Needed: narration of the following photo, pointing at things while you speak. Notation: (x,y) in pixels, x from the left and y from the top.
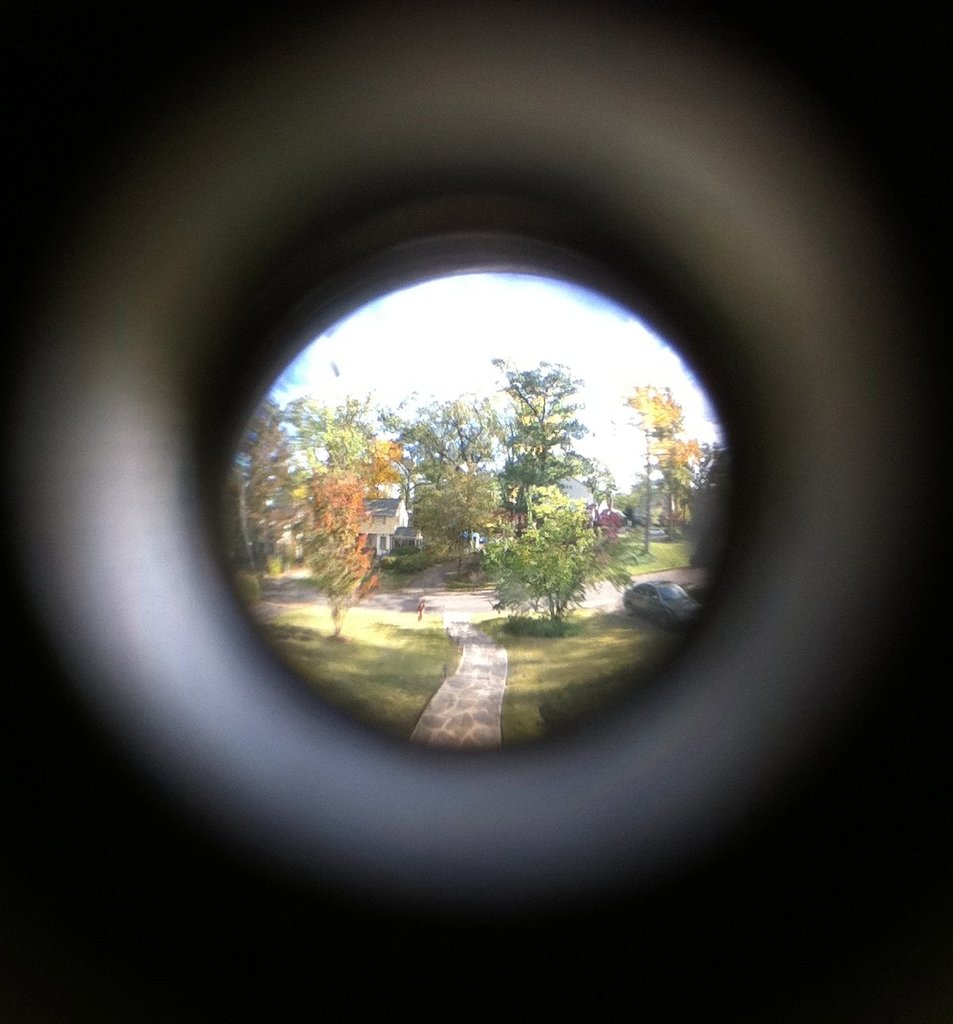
In the center of the image (335,611) there are trees (283,487). At the bottom (496,725) we can see a walkway (471,737). On the right (652,605) there is a car (663,610). In the background (454,369) there is sky (412,369).
